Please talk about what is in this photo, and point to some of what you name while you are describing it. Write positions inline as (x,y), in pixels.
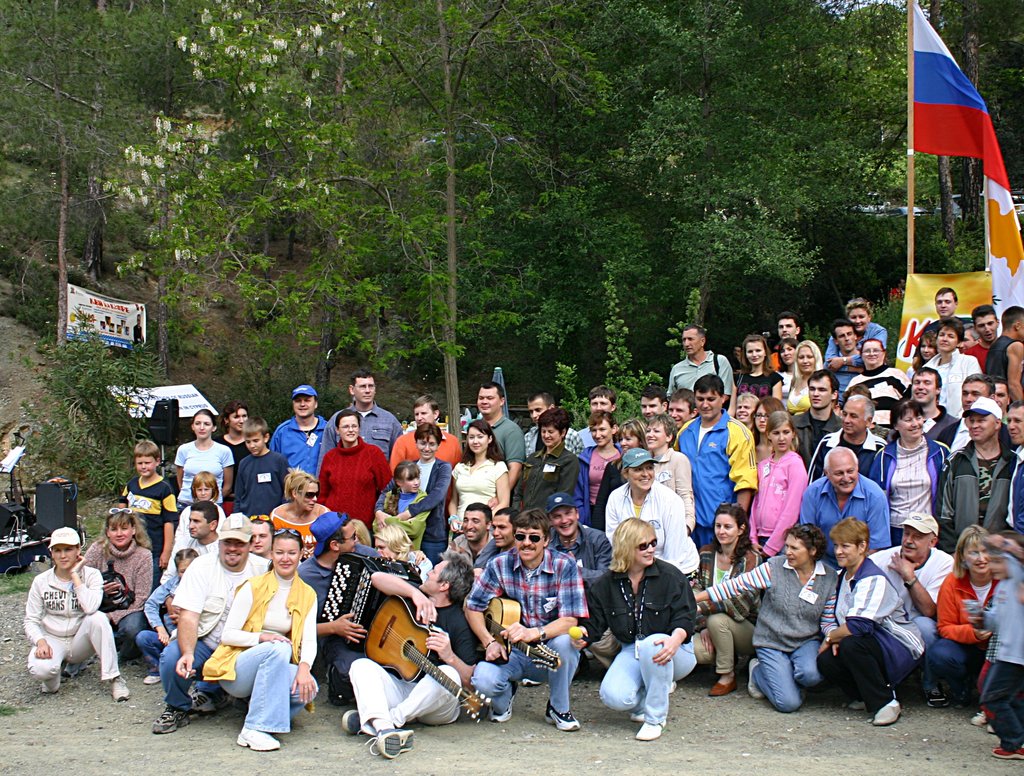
Here we can see that a group of people (879,584) sitting on the ground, and some other are standing, and here the person (458,621) is holding a guitar (406,618), and at back the person (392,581) is playing an accordion (359,563), and at back (448,35) there are trees (323,112), and here is the hoarding (129,307).
